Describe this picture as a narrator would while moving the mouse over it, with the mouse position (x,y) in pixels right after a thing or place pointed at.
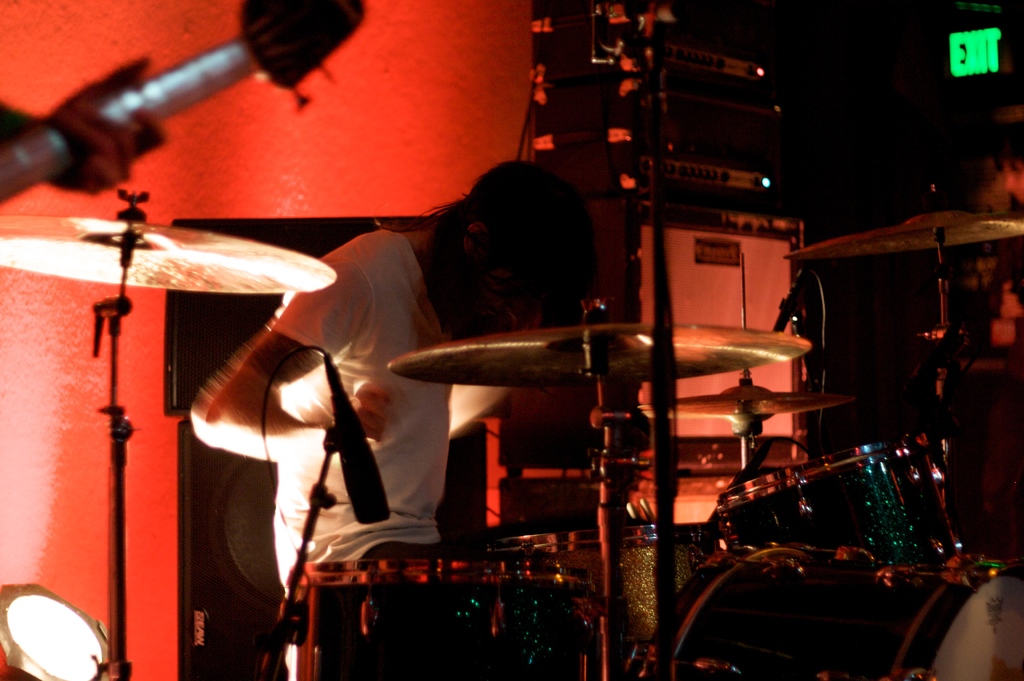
There is one person (406,484) sitting and wearing a white color t shirt (321,370) is playing drums (477,364) as we can see in the middle of this image (429,425). There is a human hand (70,138) holding a guitar (133,94) at the top left side of this image (81,113), and there is a wall (327,168) in the background (353,206).
